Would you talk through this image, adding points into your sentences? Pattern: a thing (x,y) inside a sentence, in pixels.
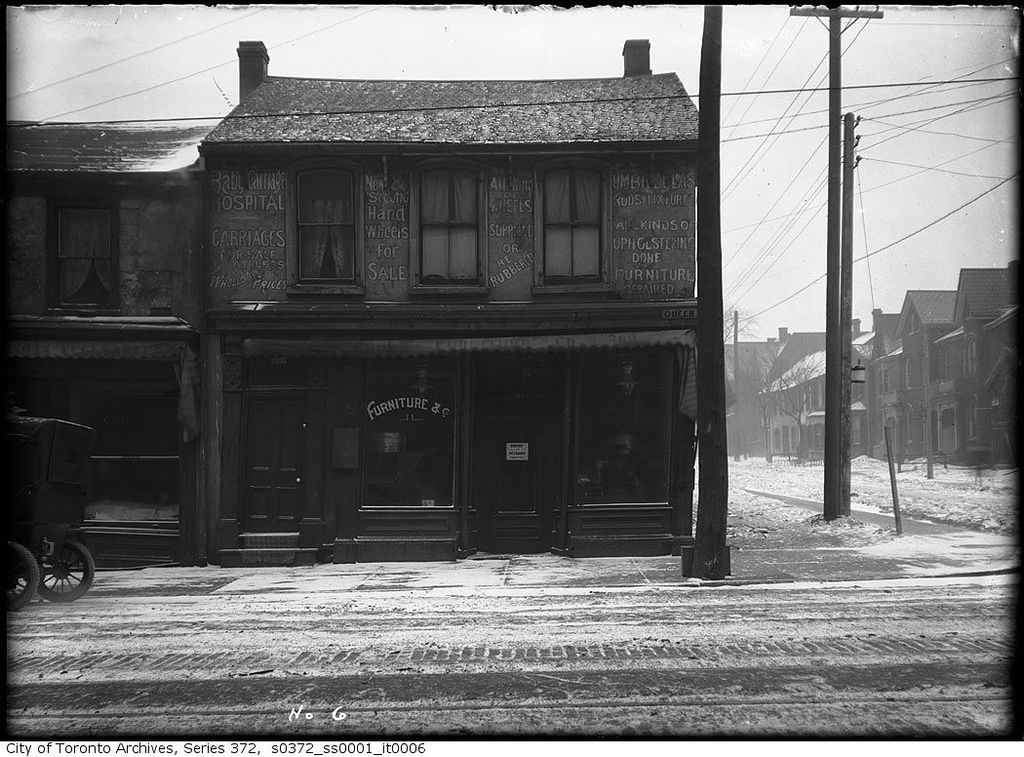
In this black and white picture there is a building (264,297). There is text (386,231) on the walls (647,256) of the building (409,401). There is a cart (25,497) in front of the building (170,463). Beside the building (683,442) there is a road (808,509). To the right (988,445) there are houses (896,368) beside the road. There are poles (837,494) on the walkway (756,559). At the bottom (395,701) there is a road (506,701). At the top (467,59) there is the sky (500,45). There is text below the picture.
